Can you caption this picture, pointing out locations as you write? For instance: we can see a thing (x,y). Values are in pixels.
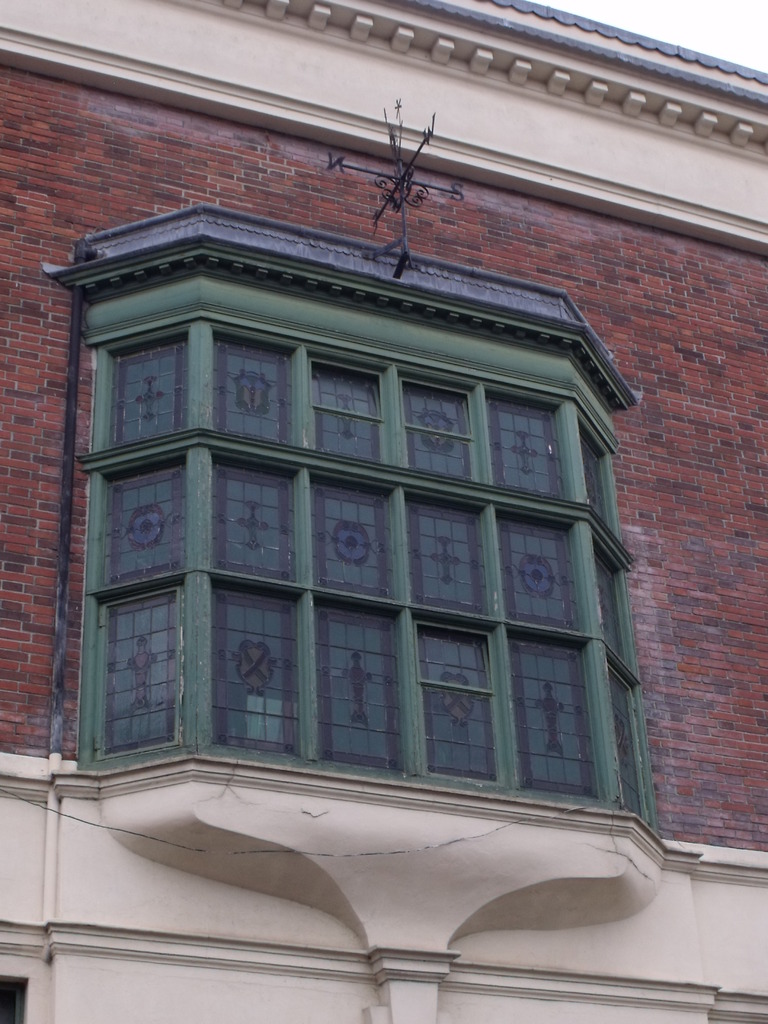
In this picture I can see there is a building (505,592) and there is a window (337,675) here.
